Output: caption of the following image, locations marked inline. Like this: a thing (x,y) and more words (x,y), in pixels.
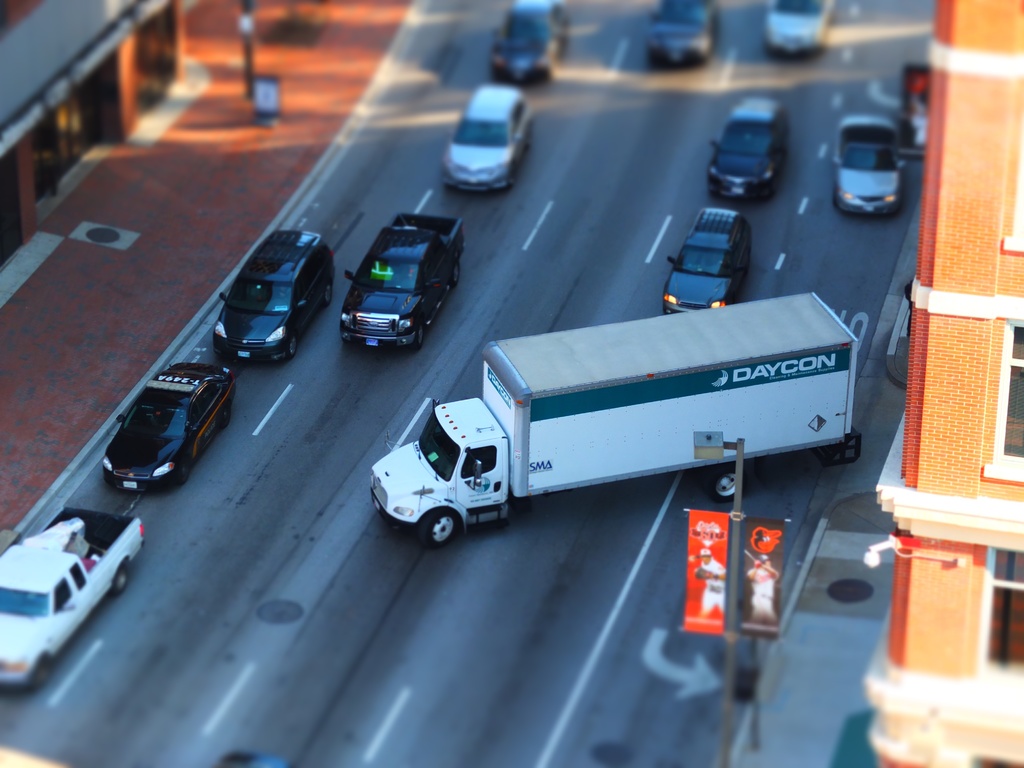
In this picture we can see cars (437,273) and a truck (683,381) on the road (263,603), banners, poles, footpath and in the background (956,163) we can see buildings (978,298) with windows (1023,573).
